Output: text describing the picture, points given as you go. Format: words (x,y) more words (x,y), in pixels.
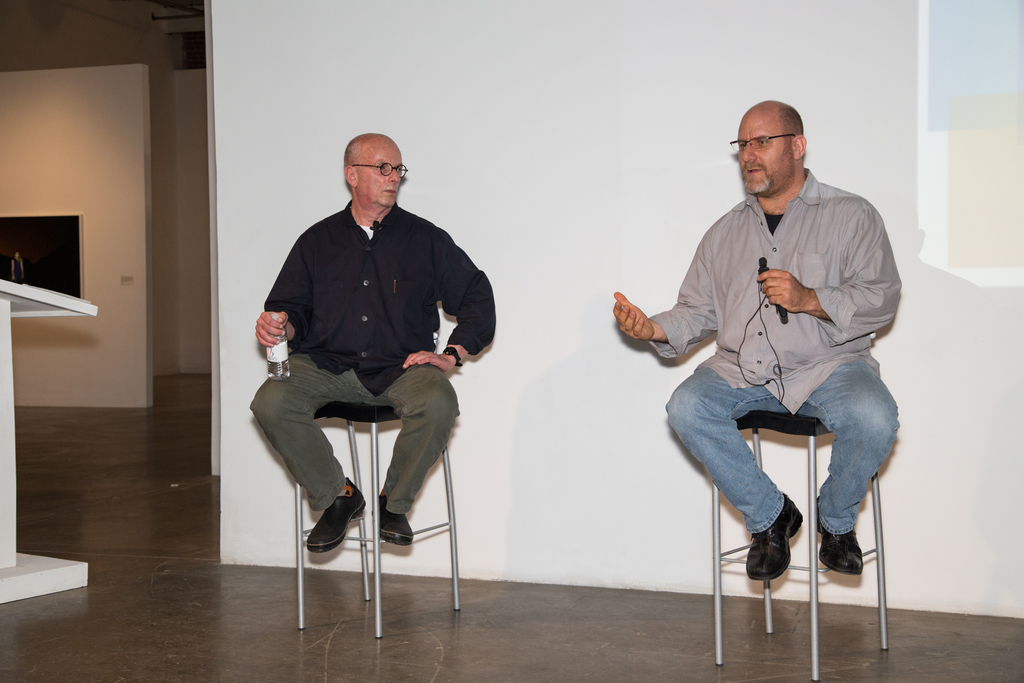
On the background (651,130) we can see wall (603,240). We can see two persons (870,306) sitting on stools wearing spectacles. This man (794,240) is talking. We can see this man (327,318) holding a water bottle (287,361) in his hand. This is a table (28,561) in white colour. This is a floor (467,667).
